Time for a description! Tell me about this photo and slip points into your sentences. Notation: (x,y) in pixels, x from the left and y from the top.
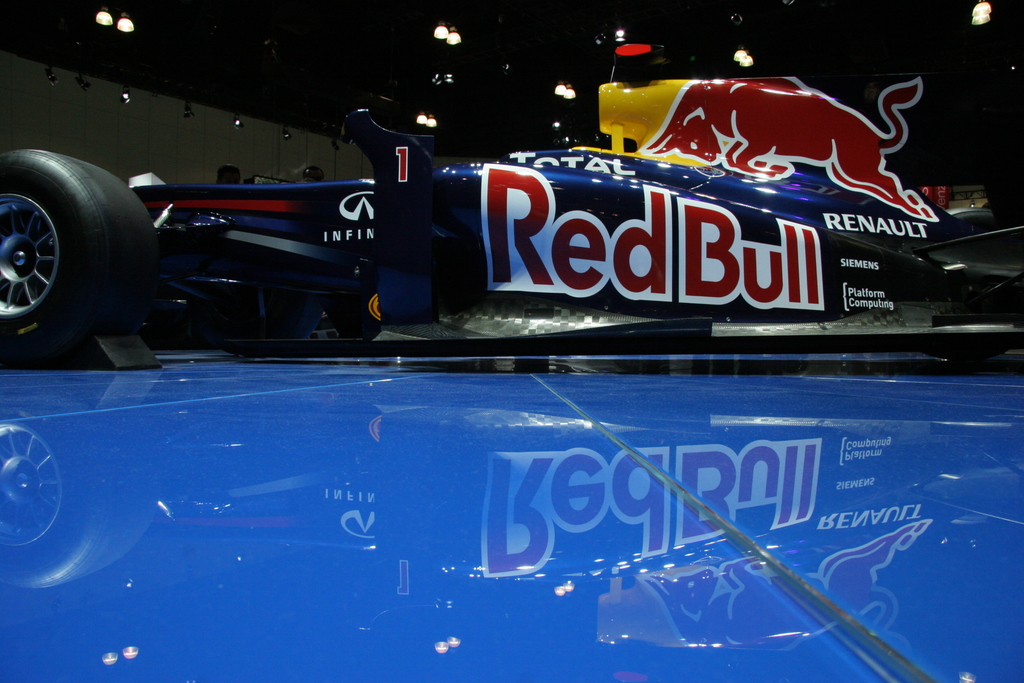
In this picture I can see a vehicle (585,257) on a blue color surface (506,532). In the background (322,168) I can see lights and a wall (285,168).
